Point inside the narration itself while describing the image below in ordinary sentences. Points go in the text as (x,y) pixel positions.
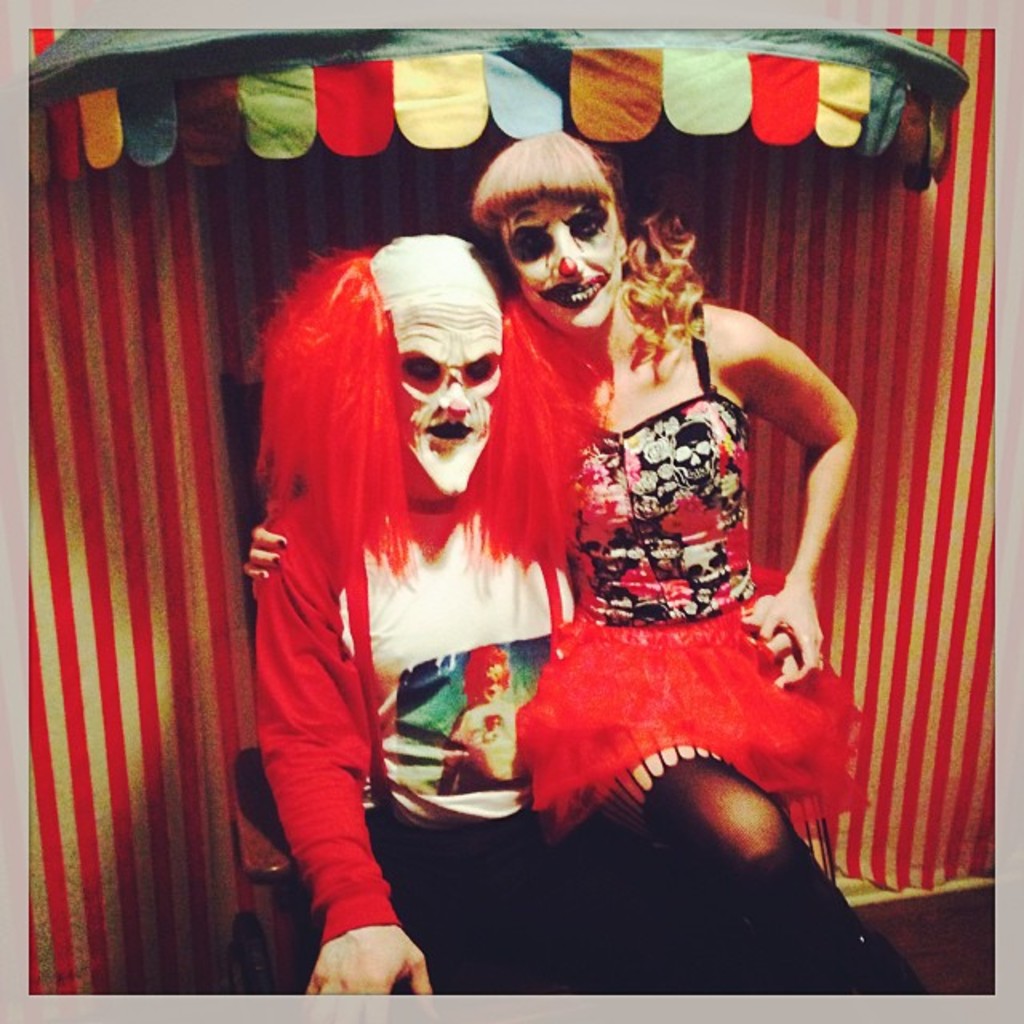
In the center of the image (621,613) there are two persons (534,743) sitting on the chair (299,906). Behind them there is a tent (361,234). At the bottom of the image (948,928) there is a floor (982,942).
